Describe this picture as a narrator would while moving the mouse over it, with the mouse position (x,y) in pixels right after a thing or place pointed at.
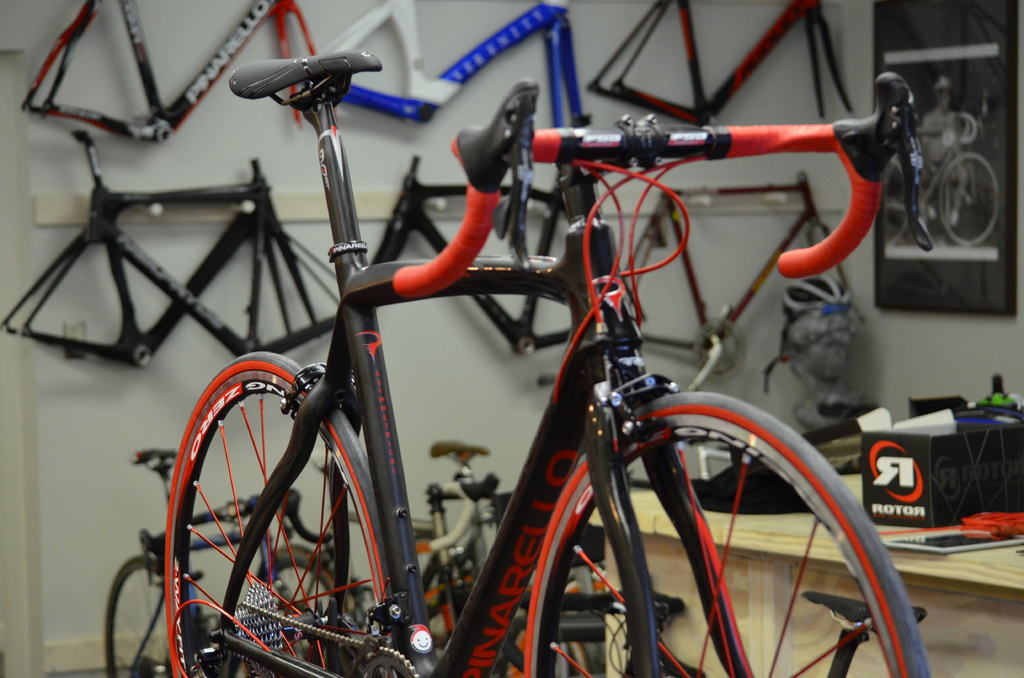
In front of the picture, we see a bicycle (627,309) in black and red color. On the right side (978,564), we see a table (968,580) on which the black color box (888,447) and some other objects (930,538) are placed. Beside that, we see the bicycles (466,533). In the right top (924,68), we see a photo frame (960,222) is placed on the wall (898,342). In the background (202,264), we see a white wall (70,441) on which many bicycles (483,310) without the wheels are placed. This picture might be clicked in the bicycle garage (273,320).
